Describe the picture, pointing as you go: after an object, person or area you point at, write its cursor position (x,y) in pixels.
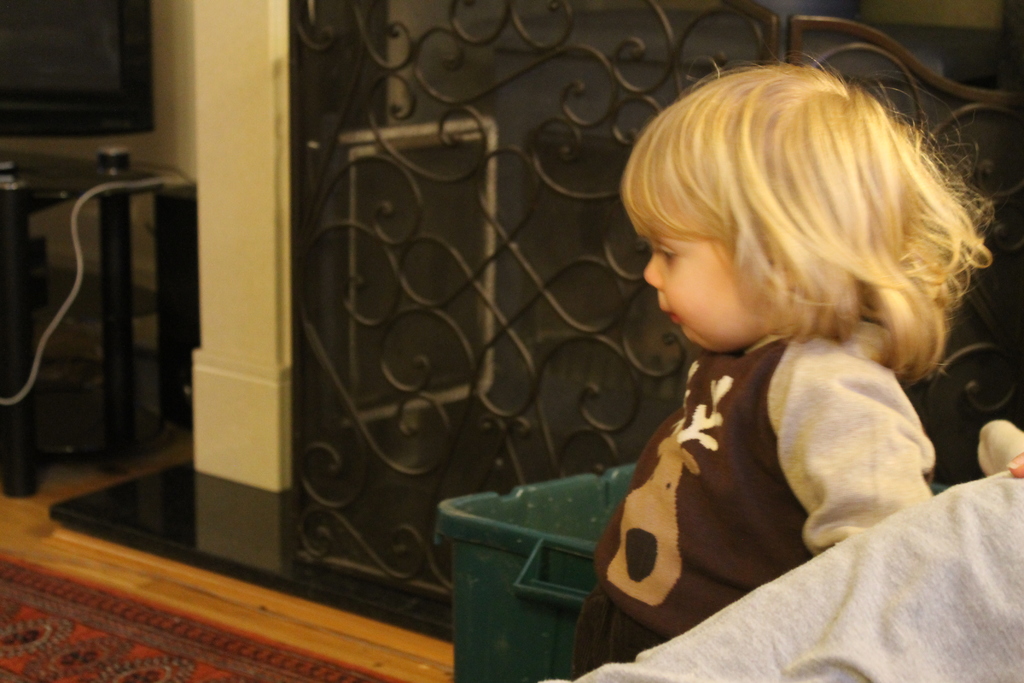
In this image we can see a kid (779,232) standing on the floor (257,623), carpet (233,655), grills (486,267) and a bin (560,489).
